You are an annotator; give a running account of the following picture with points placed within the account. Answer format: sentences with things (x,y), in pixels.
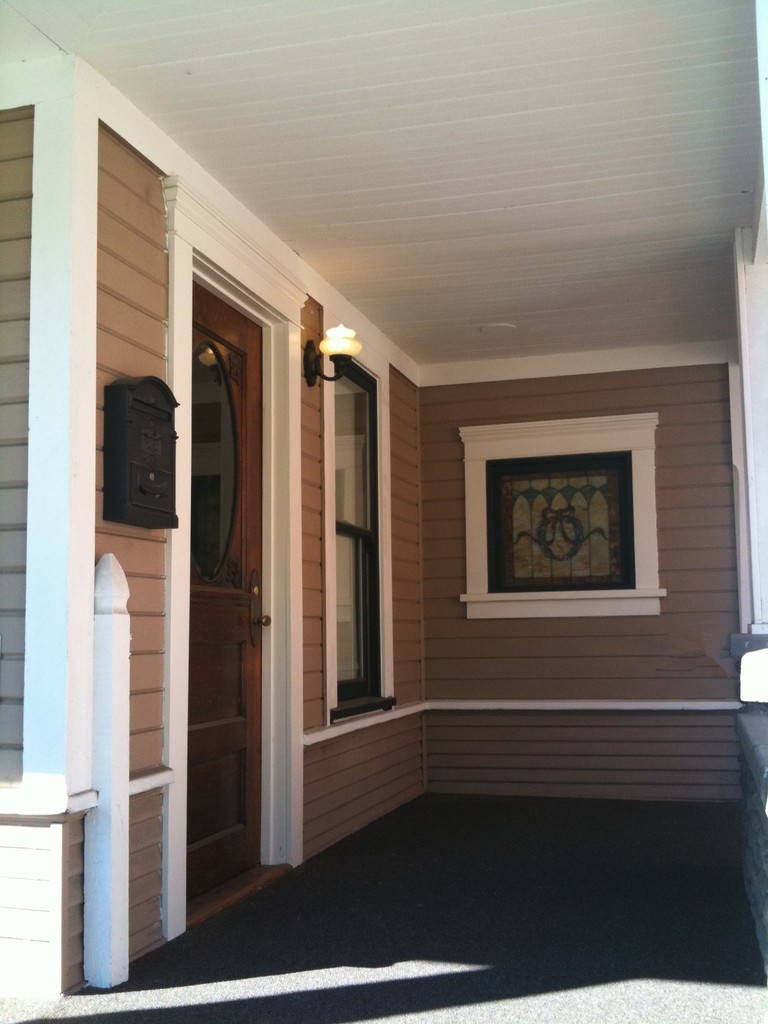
Here we can see door (235,677), window (366,573), an object (114,447) and light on the wall (106,523), ceiling (325,233) and this is floor (199,1014).
